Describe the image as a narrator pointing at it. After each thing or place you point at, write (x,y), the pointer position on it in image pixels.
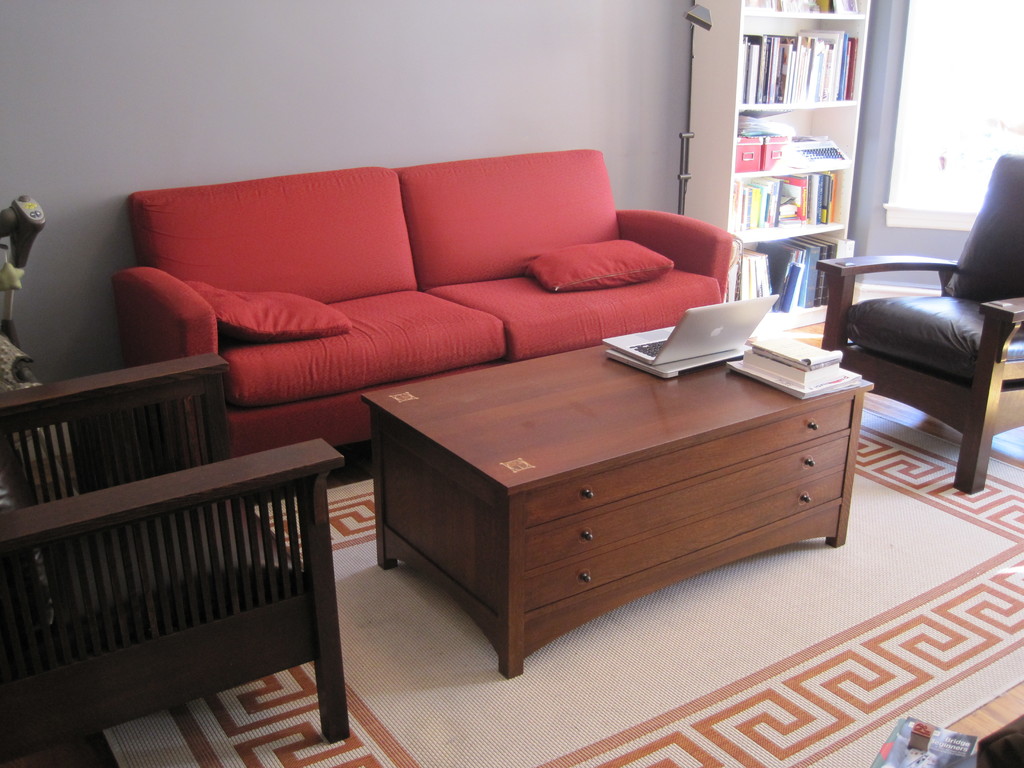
In this image, we can see chairs (921,394), couch (576,344). In the middle (628,449), there is a wooden table (622,503) and floor mat (701,580). Few items (747,360) are placed on table (719,382). The right side (751,179), we can see cupboard (738,179), few books (777,43) are placed inside and we can see here window (952,161). The left side (6,368), we can see some machine (8,354).
